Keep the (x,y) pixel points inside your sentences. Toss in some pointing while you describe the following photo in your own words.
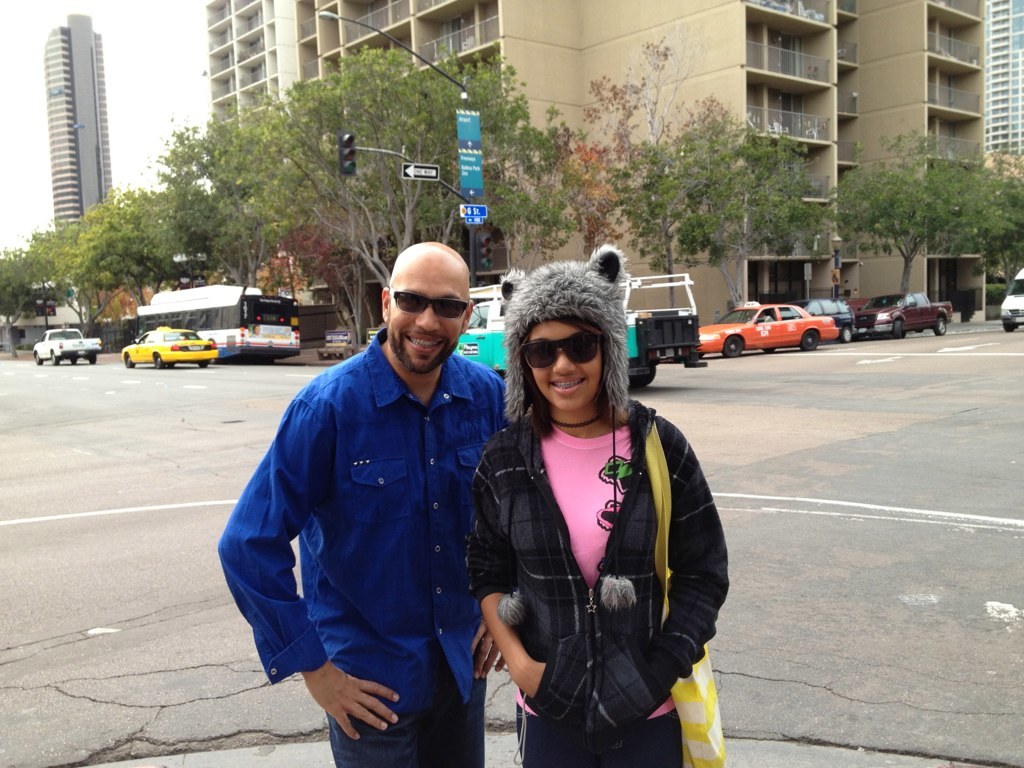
In this image, there is an outside view. In the foreground (628,554), there are two persons (430,527) standing and wearing clothes (364,492). There are some vehicles (189,347) in the middle of the image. In the background (865,295), there are some trees (760,180) and buildings (583,45).
